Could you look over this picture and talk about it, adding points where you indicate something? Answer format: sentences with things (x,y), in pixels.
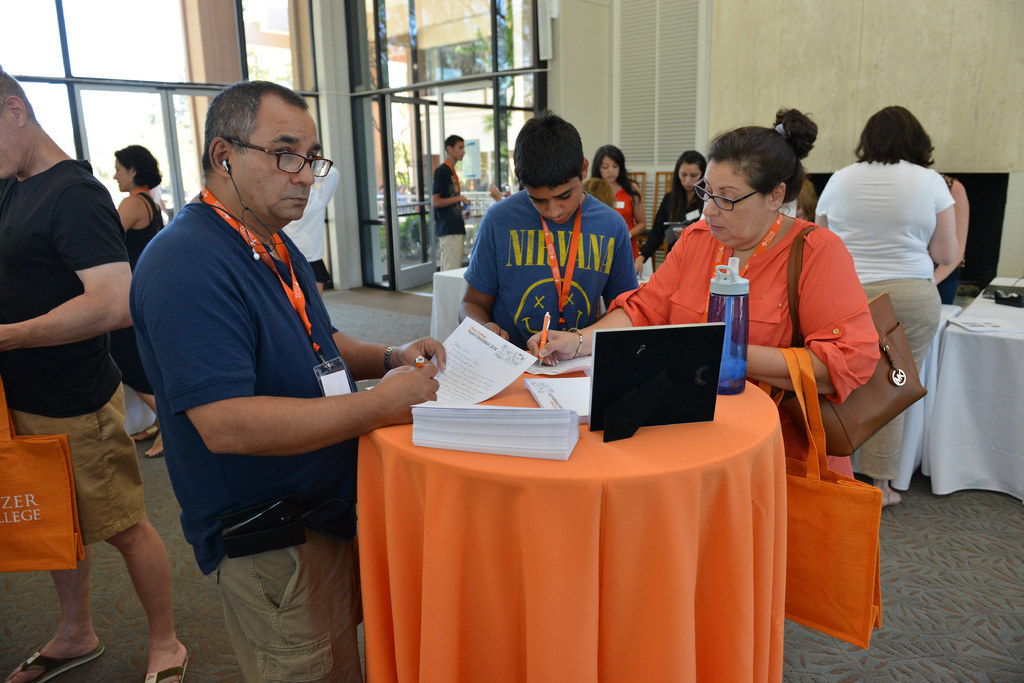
Here we can see some persons (568,336) are standing on the floor (912,580). These are the tables (1022,347). On the table (690,439) there are papers (424,426) and a bottle (734,314). This is door (424,123) and there is a wall (872,61).
